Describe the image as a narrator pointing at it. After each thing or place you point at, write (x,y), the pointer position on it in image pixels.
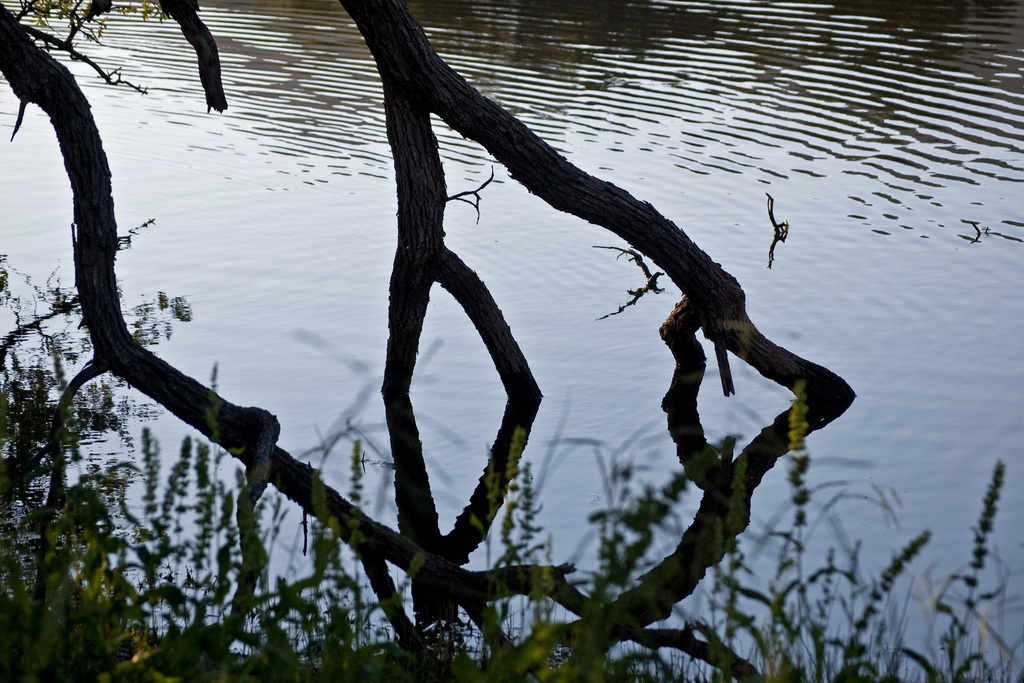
In the center of the image (393,266) we can see a tree (597,204). In the background (796,248) there is water (895,348).
